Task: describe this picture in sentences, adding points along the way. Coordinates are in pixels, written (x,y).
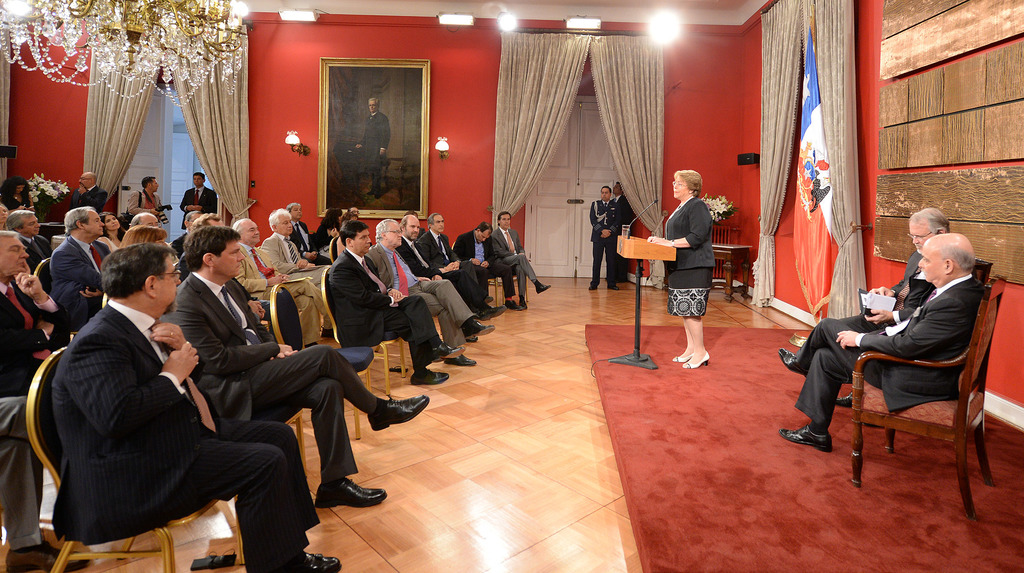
In the image we can see there are people (238,322) sitting on the chair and there is a woman (688,274) standing near the podium (652,260). There is a water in the glass (623,233) and mic (638,228) on the podium (638,249). There are curtains (842,256) on the wall (877,260) and there is a photo frame (393,116) on the wall (440,72). There are two men (920,374) sitting on the chair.
